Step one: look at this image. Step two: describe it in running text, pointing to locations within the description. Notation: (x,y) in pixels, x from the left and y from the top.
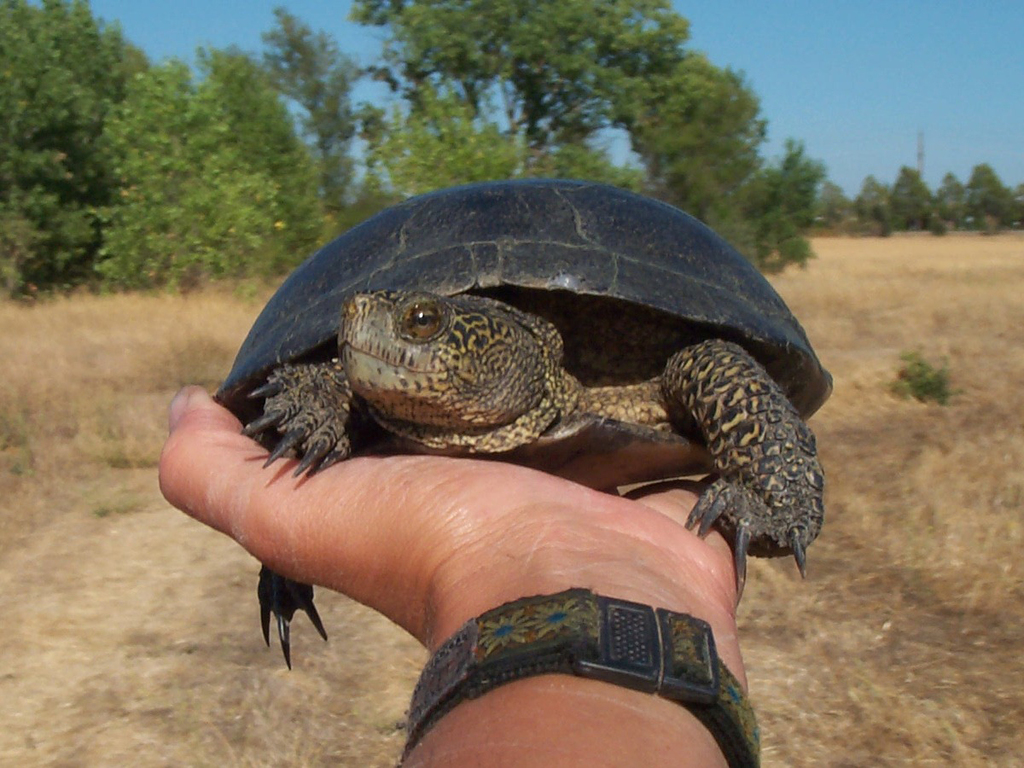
In the foreground of this image (571,474), there is a person's hand (522,547) holding a turtle (588,376). In the background (182,300), there is dry grass (182,316) and trees (991,189). At the top (864,46), there is the sky (847,60).
